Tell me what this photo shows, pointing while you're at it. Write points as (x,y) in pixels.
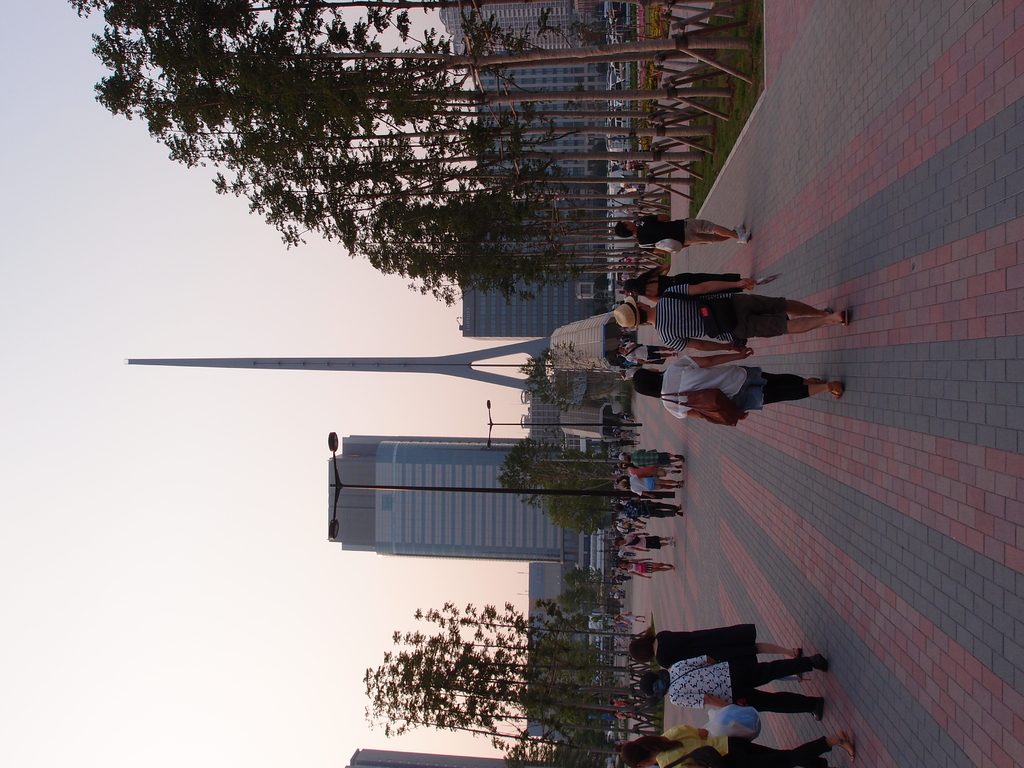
In this image I can see few buildings (248,366), trees (536,132), light poles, few vehicles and few people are walking. The sky (113,404) is in white and blue color.
